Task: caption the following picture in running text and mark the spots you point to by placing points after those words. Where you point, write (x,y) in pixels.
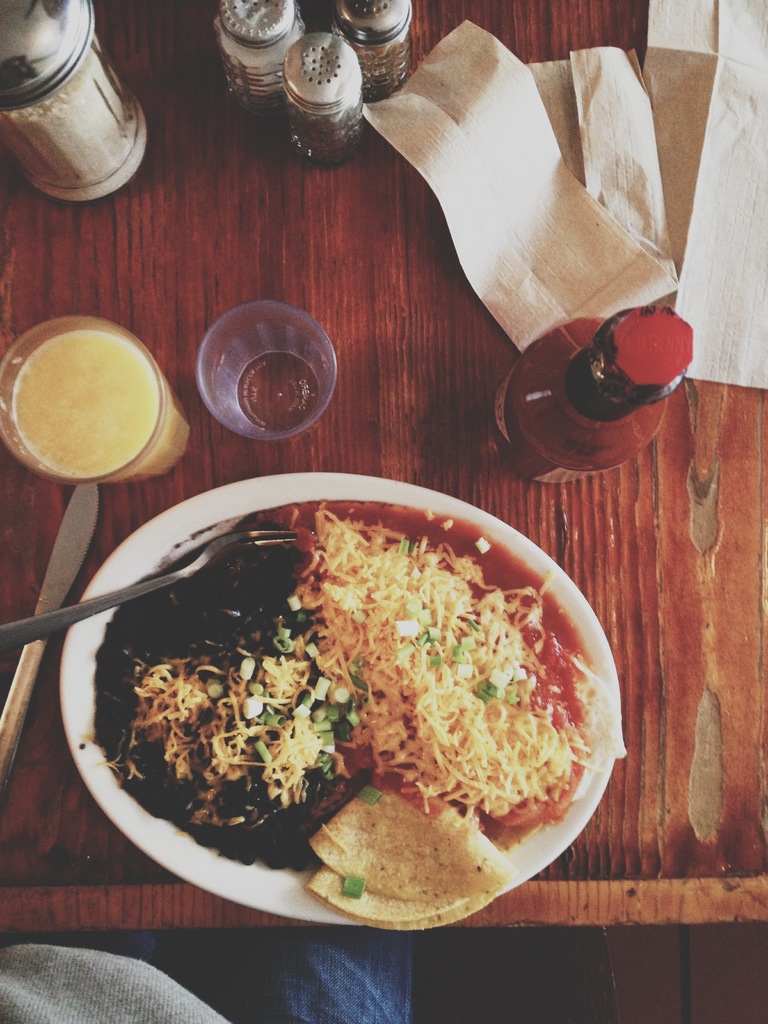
In this image, we can see a brown color table (624,636), we can see a plate (171,828), there is some food (397,895) on the plate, we can see glass (11,434) and bottles (570,392) on the table (440,223).
